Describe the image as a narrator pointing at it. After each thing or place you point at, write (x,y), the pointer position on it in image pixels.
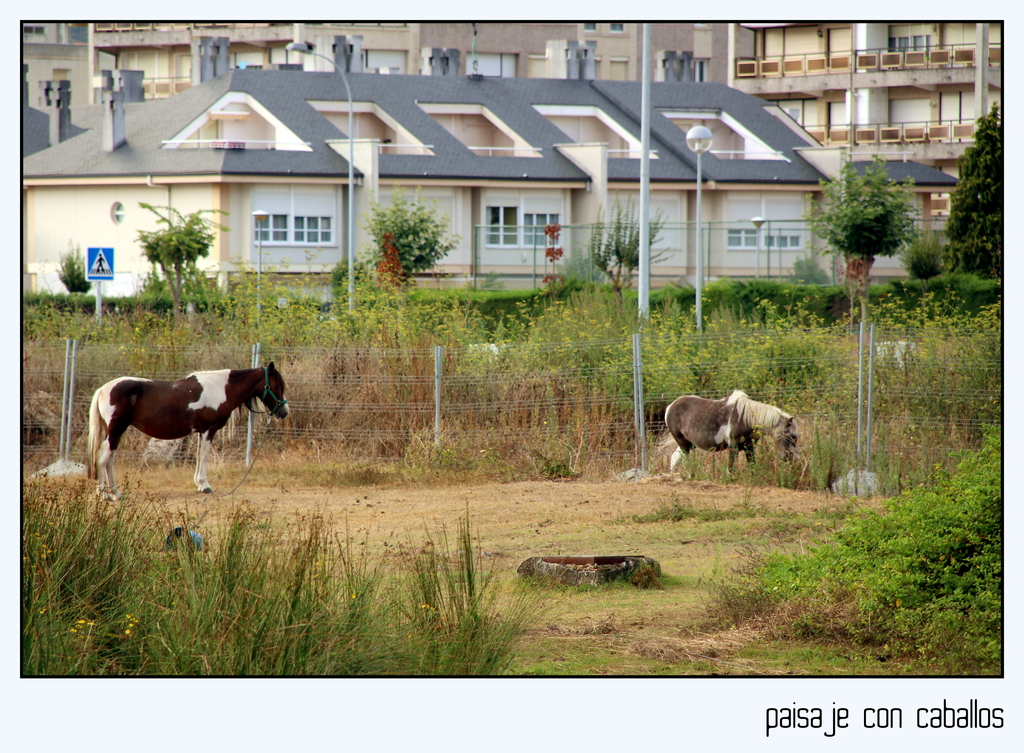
In this image there are buildings (270,117) truncated towards the top of the image (505,96), there is a board (111,250), there are poles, there are lights (708,148), there are plants (387,308), there is a tree (966,170) truncated towards the right of the image (972,188), there is a fencing (324,376) truncated, there are horses (220,415), there are plants (127,612) truncated towards the bottom of the image (323,636), there are plants (945,492) truncated towards the right of the image (871,559), in this image there is text (816,717).
